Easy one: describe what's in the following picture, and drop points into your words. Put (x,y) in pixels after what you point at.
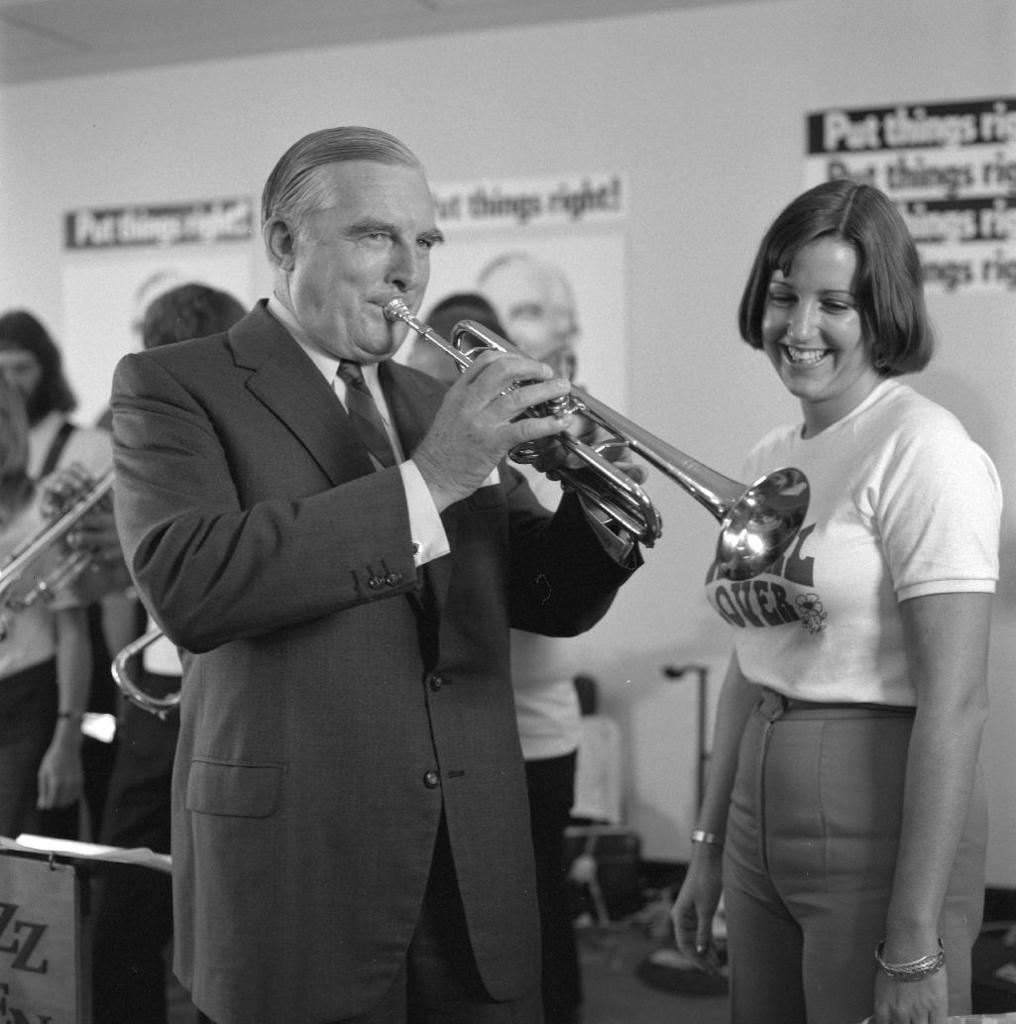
This image is a black and white image. This image is taken indoors. In the background (351,116) there is a wall (679,259) with a few posters (209,236) on it. There are a few images (170,283) and there is a text (899,124) on the posters (616,209). At the top of the image (194,52) there is a ceiling (378,9). On the left side of the image (11,748) a few people (105,635) are standing on the floor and there is a board (49,950) with a text (42,964) on it and a man (101,459) is holding a musical instrument (78,552) in his hands (79,519). In the middle of the image (392,420) a man (323,462) is standing and playing music with a musical instrument (588,446) and there is another man (543,699). On the right side of the image (861,621) a woman (843,778) is standing on the floor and she is with a smiling face (774,321). There are a few objects (684,960) on the floor (678,942).
